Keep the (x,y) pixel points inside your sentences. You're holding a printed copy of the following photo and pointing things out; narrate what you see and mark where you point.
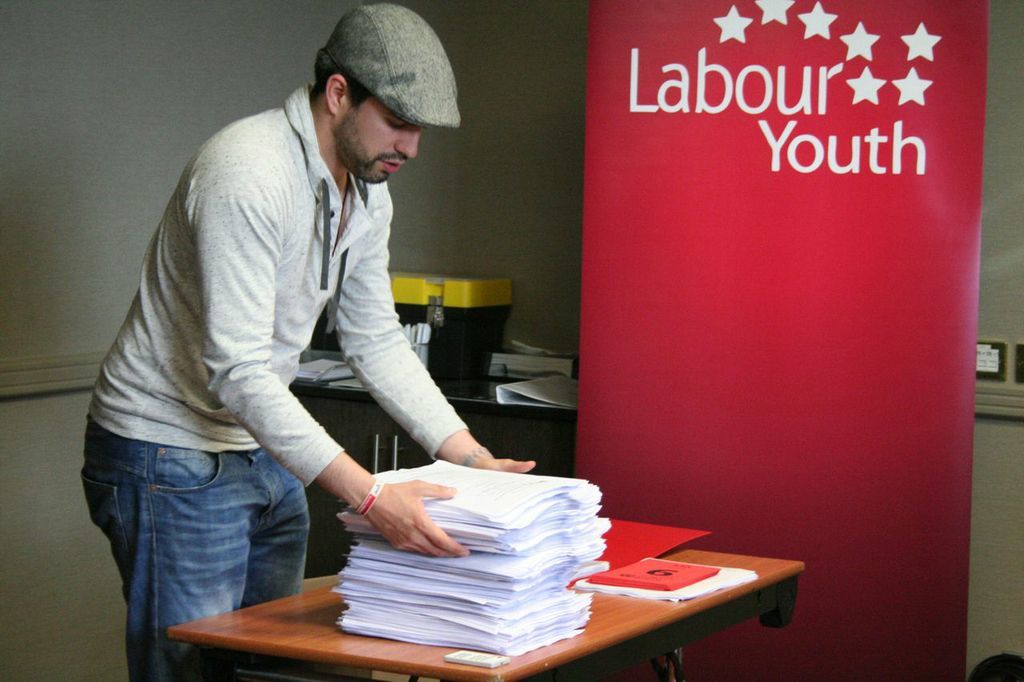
This person (314,235) standing and holding papers (426,465) and wear cap (410,111). We can see papers (636,593), book (694,575) on the table (639,611). On the background (635,167) we can see wall (498,201), banner (699,269), things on the table (549,437).
